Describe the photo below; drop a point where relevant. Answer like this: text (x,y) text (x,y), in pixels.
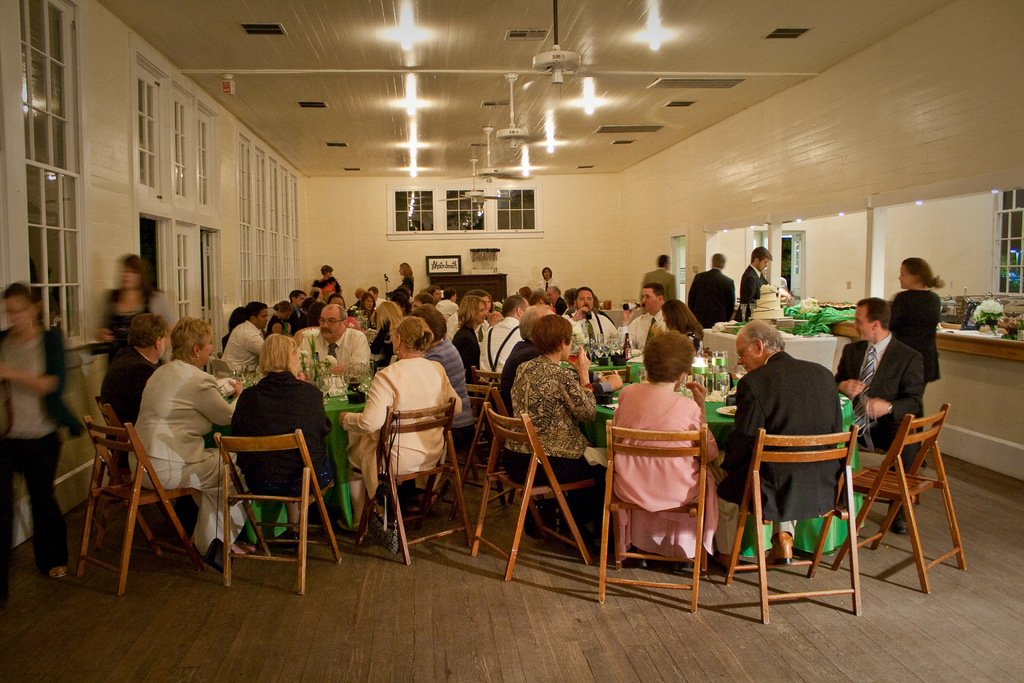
In this image i can see group of people (288,382) sitting in a chair (278,440) there are few bottles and glasses (361,366) on a table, there is a green cloth (337,446) on the table (350,404), at the back ground (918,321) i can see few other people (924,332) standing, a window (462,217), a board (444,261) and a wall (529,250), at right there are few food items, at the top (580,106) there are few lights (584,85).
